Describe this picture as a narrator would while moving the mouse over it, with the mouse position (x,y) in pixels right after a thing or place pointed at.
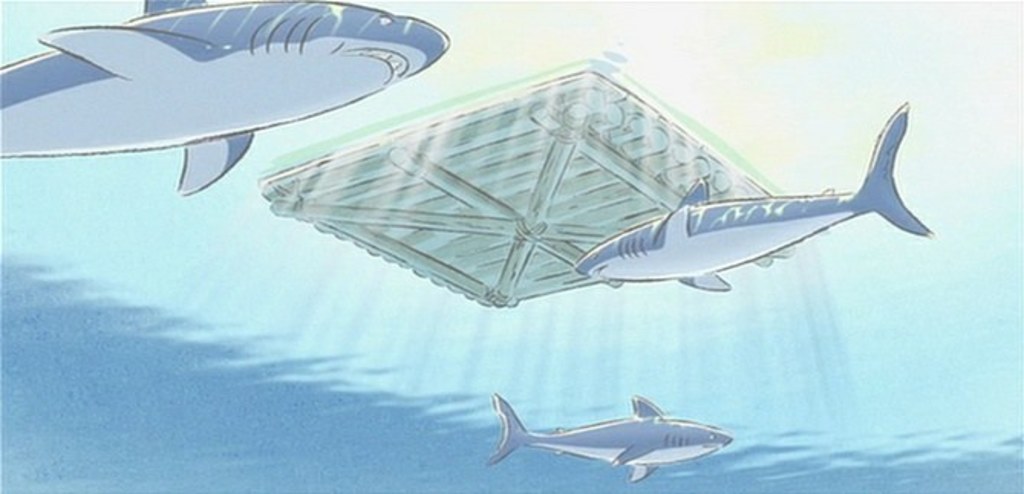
The picture is an animation. At the bottom (714,446) there is a shark (704,424). In the center of the picture (570,268) there is a shark (753,224) and a boat (589,223). On the left (169,117) there is a shark (234,114). At the top (610,29) there is light (696,35) into the water (364,310).
